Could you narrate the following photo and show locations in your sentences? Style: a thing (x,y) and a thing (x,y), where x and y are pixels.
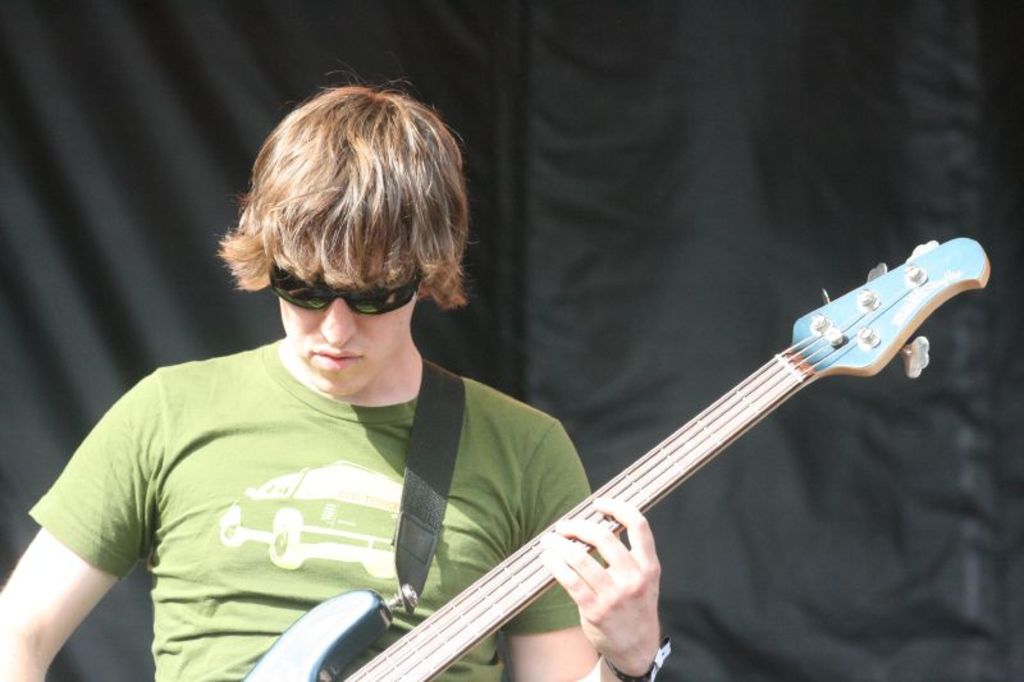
In this image I can see a man (562,642) is holding a guitar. I can also see he is wearing a shades (390,307).
